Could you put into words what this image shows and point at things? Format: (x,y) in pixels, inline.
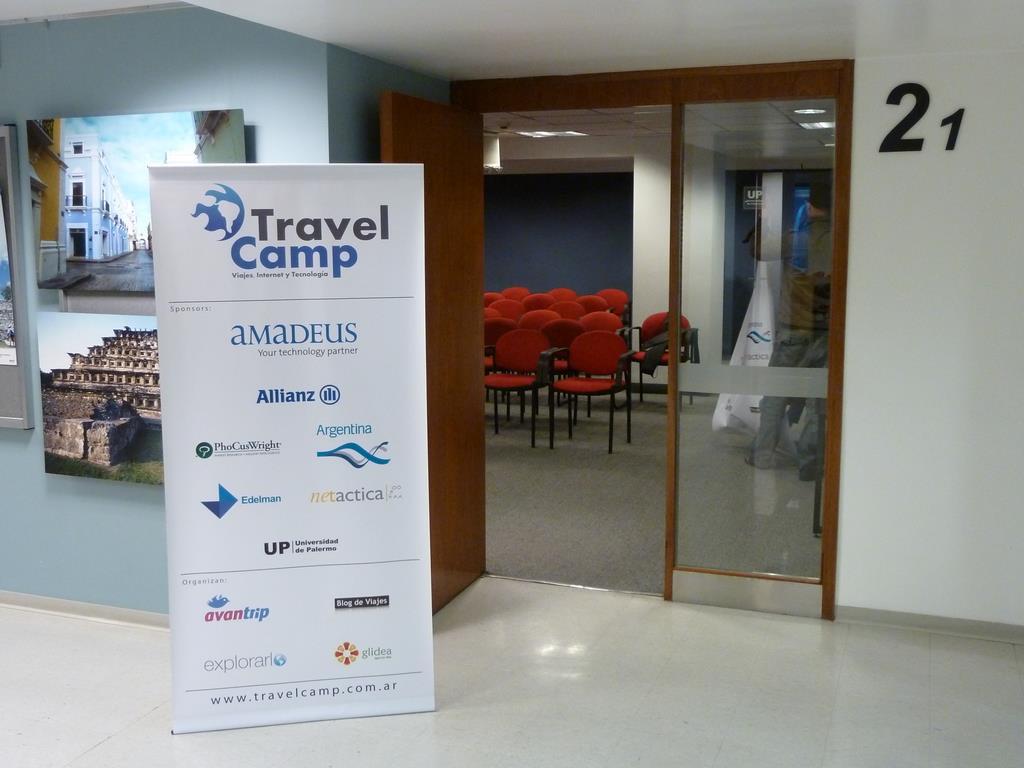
In the center of the image (446,505) there is a door (713,542) and we can see chairs (578,335). On the left (293,581) there is a banner (293,581) and we can see frames (129,409) placed on the wall (231,45). In the background (568,234) there is a wall (560,217) and lights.
